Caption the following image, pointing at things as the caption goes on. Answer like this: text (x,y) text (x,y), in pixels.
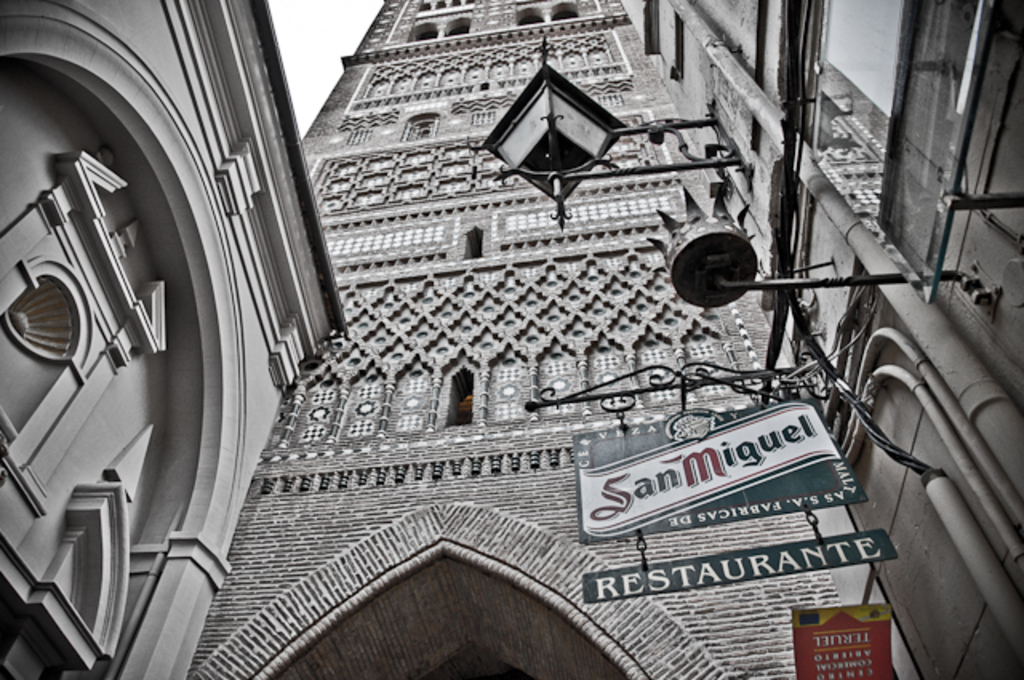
There is a sign board (801,481), lamp (567,136) and buildings (423,318).
